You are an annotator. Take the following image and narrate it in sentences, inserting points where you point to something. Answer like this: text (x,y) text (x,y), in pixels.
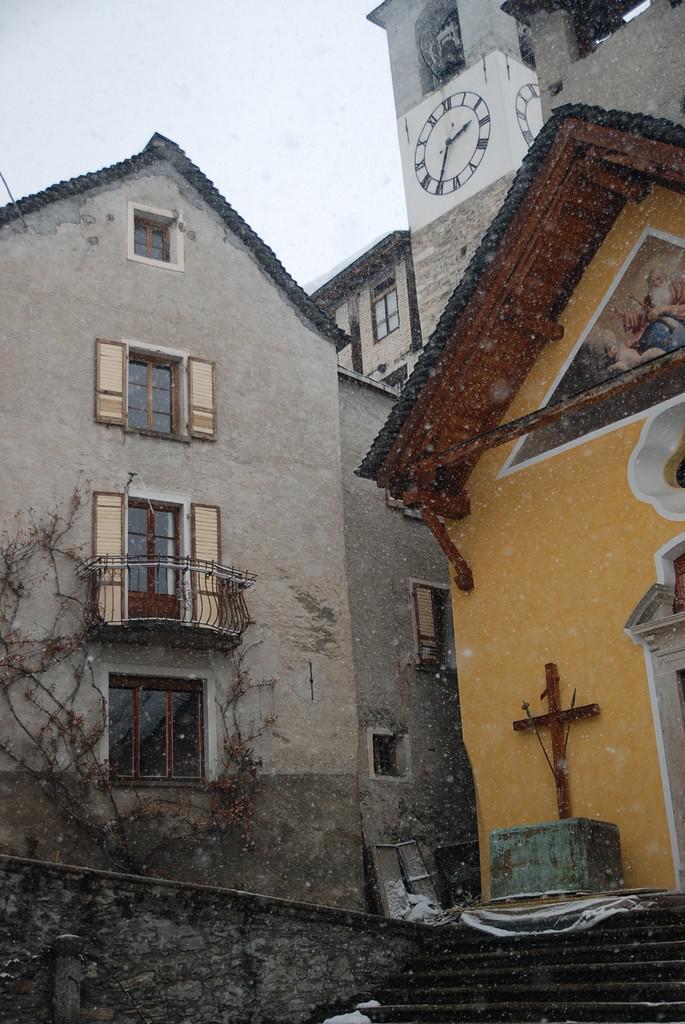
In the image we can see there are many buildings (490,431) and this is a window (135,398) of the building (152,383). Here we can see there are stairs (581,975), cross symbol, clock (437,161), plant (91,754), balcony (139,612) and a sky (105,67).
